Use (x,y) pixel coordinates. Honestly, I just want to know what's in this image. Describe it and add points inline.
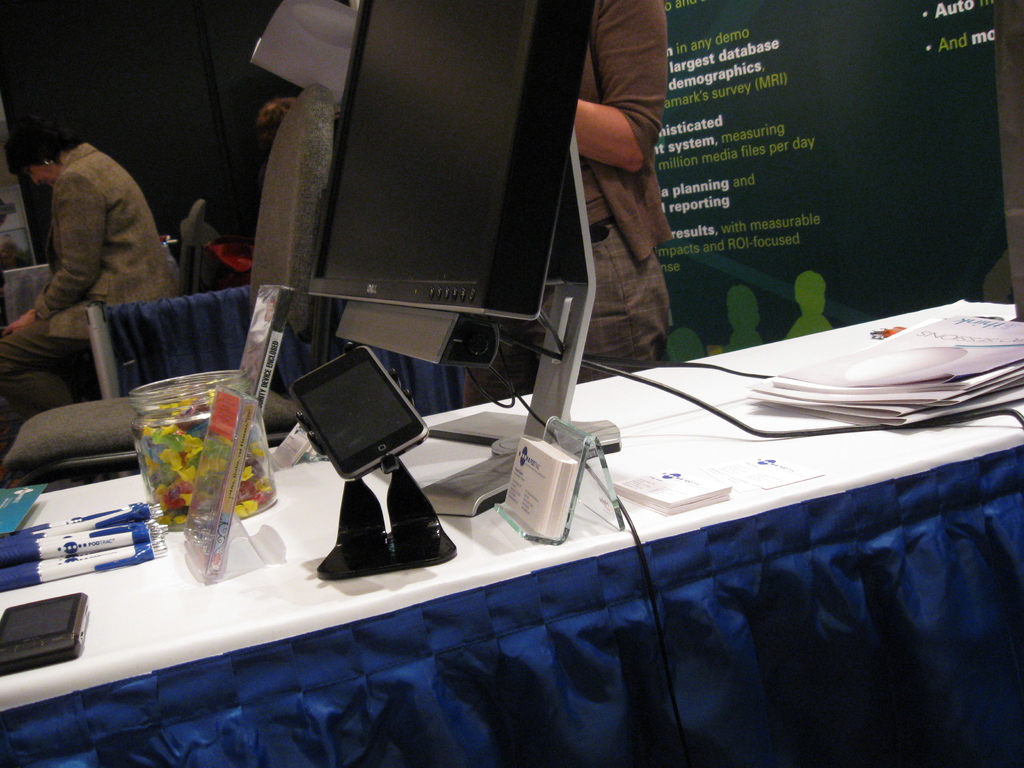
In this image I can see a system (605,425), a mobile (397,404), few papers (524,514), pens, a glass bowl (191,456) on the table (215,647). I can also see a blue color curtain (506,700), background (607,132) I can see a person (594,154) standing wearing brown color dress (600,265) and I can also see a person (54,166) sitting on the chair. Background (901,144) I can also see a screen (692,128).
